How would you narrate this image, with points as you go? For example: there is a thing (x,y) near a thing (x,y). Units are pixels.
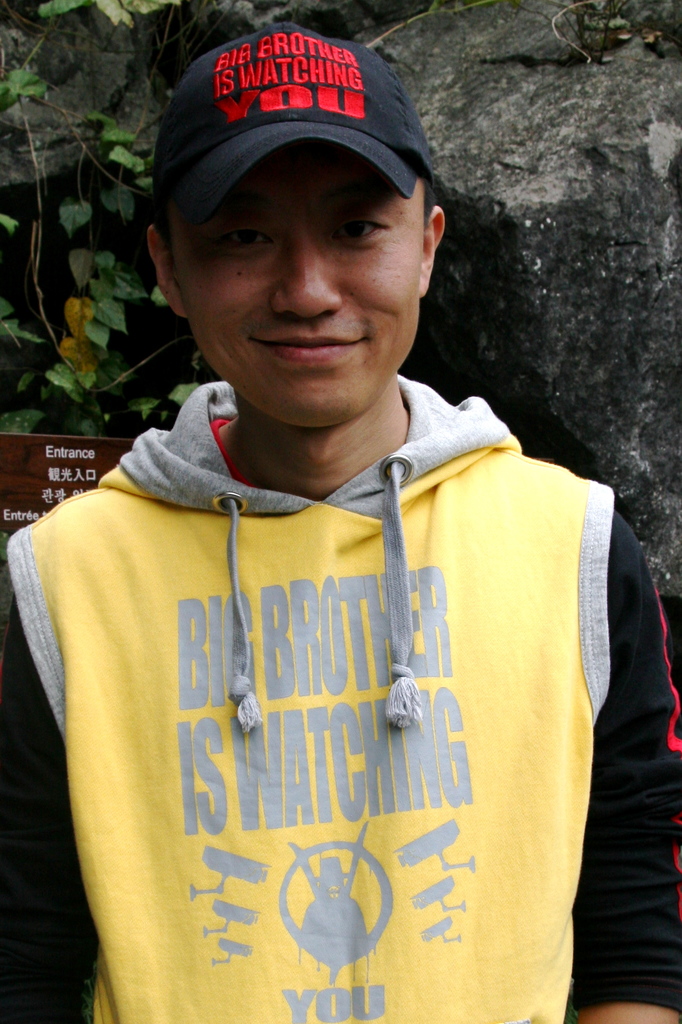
In this image we can see a person (260,334) wearing a cap (227,171), behind him there is a wooden board (73,478) with some text (75,494) and in the background (89,187) we can see some rocks (92,100) and a plant (98,128).
